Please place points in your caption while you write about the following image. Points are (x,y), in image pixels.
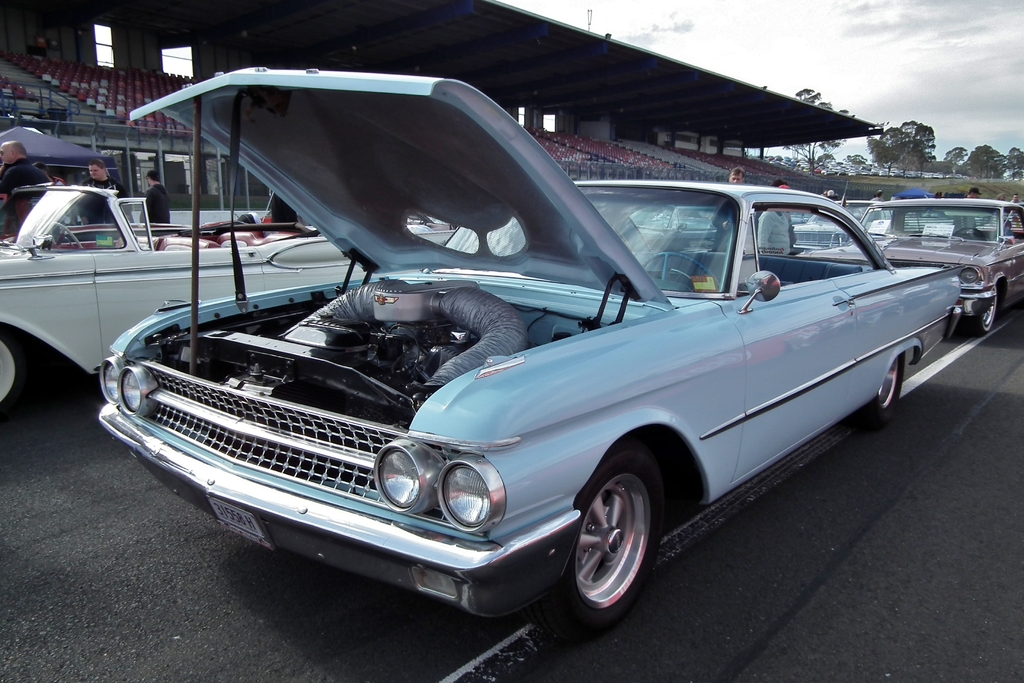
In this image we can see many cars (577,237) on the road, there is a windshield (33,214), there are headlights (470,482), there is an engine (513,331), there are wheels (614,449), there are group of persons (16,145) standing, at the back (415,65) there are trees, there is a shed (703,150), there are cars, there is sky (969,76) at the top (893,90).
